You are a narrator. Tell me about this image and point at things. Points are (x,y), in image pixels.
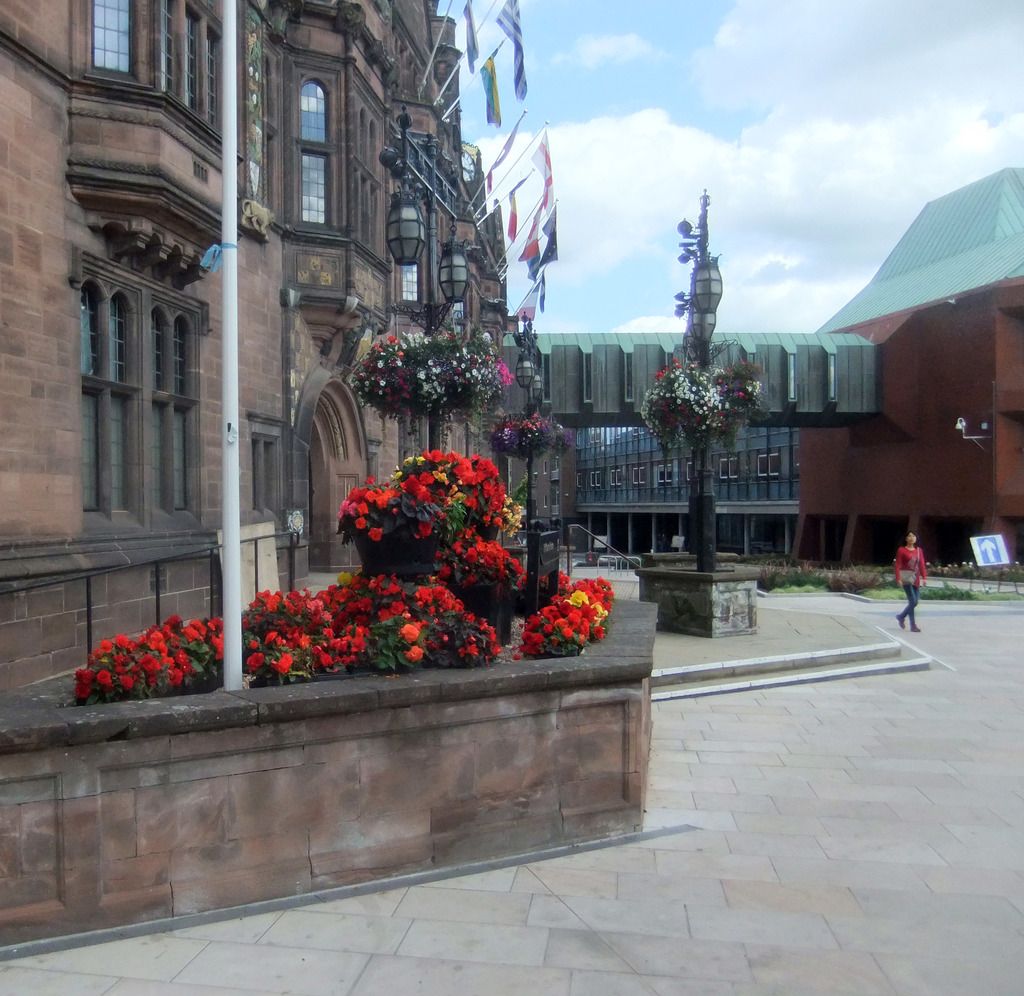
In the picture we can see a part of the building (16,512) with windows (255,485) and flags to it and near it, we can see some flowers (283,656) and a pole (238,565) and beside it, we can see a person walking and behind the person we can see a part of the building (808,498) and the sky (573,241) with clouds (883,233).
